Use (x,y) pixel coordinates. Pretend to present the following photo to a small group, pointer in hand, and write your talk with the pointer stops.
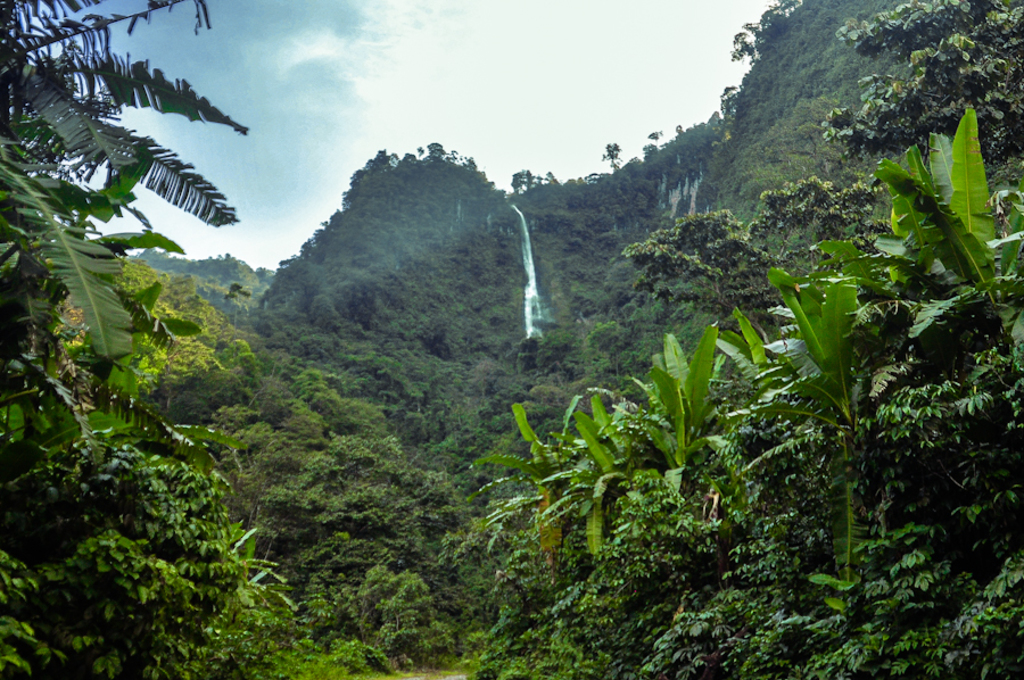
In this image there are trees (581,383) and there are plants (796,434) and there is a waterfall (526,264) in the background (527,245) and the sky (460,103) is cloudy.
